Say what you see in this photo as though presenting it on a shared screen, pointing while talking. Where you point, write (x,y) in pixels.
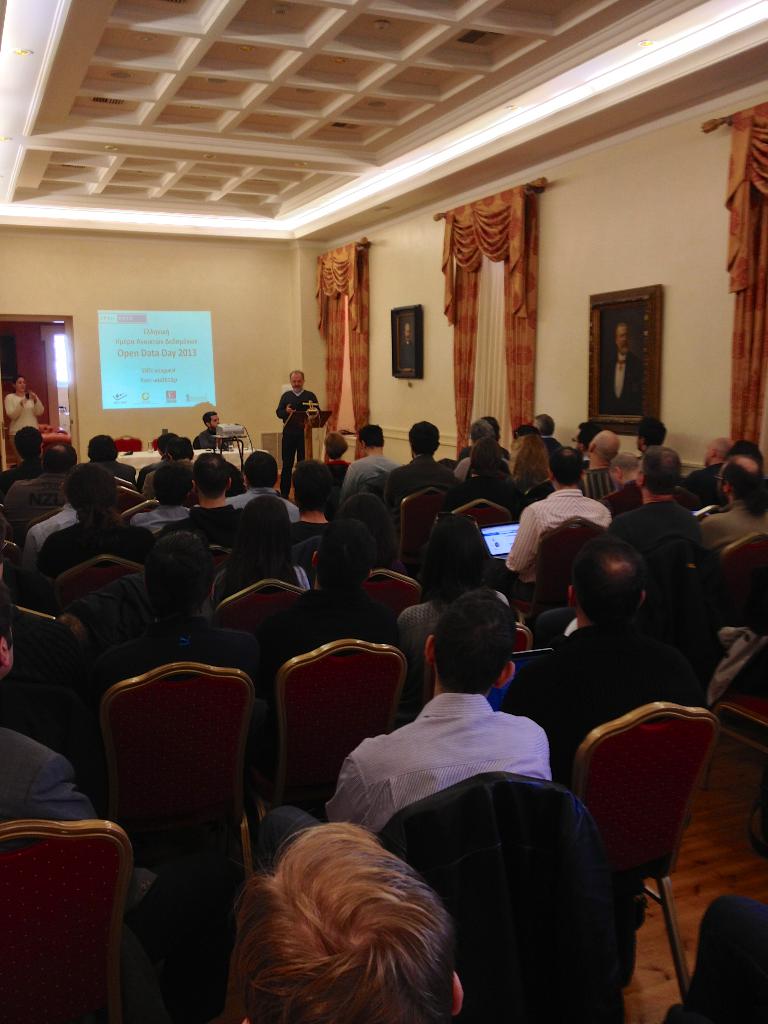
This is the picture where we have some people (617,699) sitting on the chairs (567,530) in front of them there is a man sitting on the chair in front of the table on which there are some things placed and a man (284,437) standing in front of the desk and there is a screen (208,354), curtains (352,339) and frames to the wall (387,357).
